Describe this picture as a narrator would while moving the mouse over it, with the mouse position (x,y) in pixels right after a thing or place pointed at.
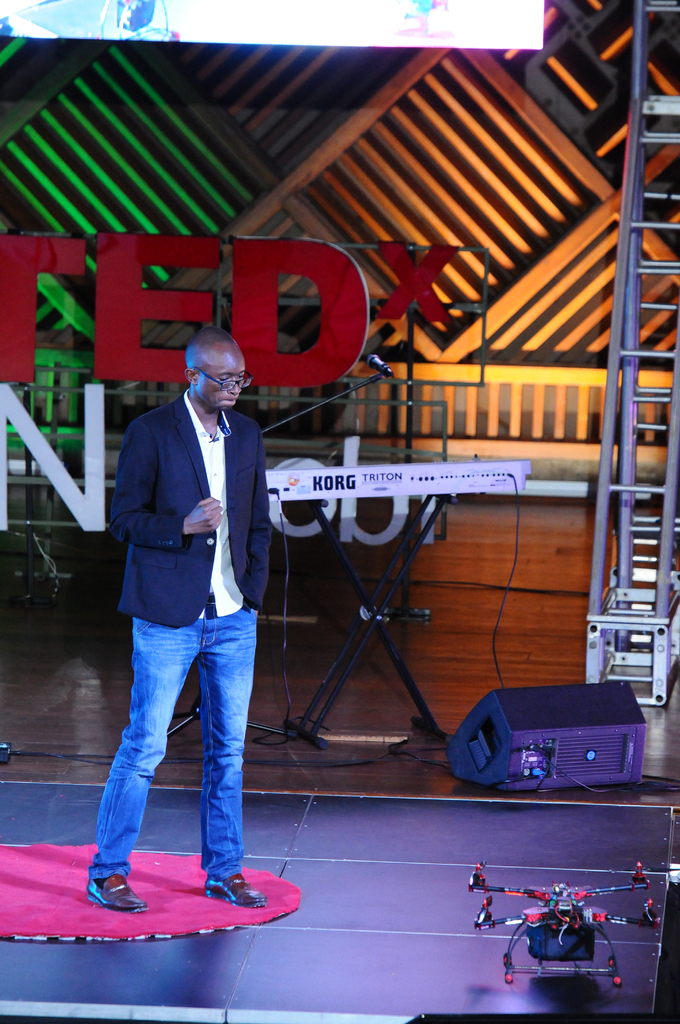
On the left side (163,679) a man (167,657) is standing on a mat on a platform (118,985) and there is a drone (590,928) on the right side (575,936). In the background (305,410) there is a mic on a stand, electronic device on a stand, cable (552,766), and an electronic device (528,759) on the floor (375,722) and we can see name board stands (250,351), screen (260,36), poles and ladder (630,601) on the right side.
